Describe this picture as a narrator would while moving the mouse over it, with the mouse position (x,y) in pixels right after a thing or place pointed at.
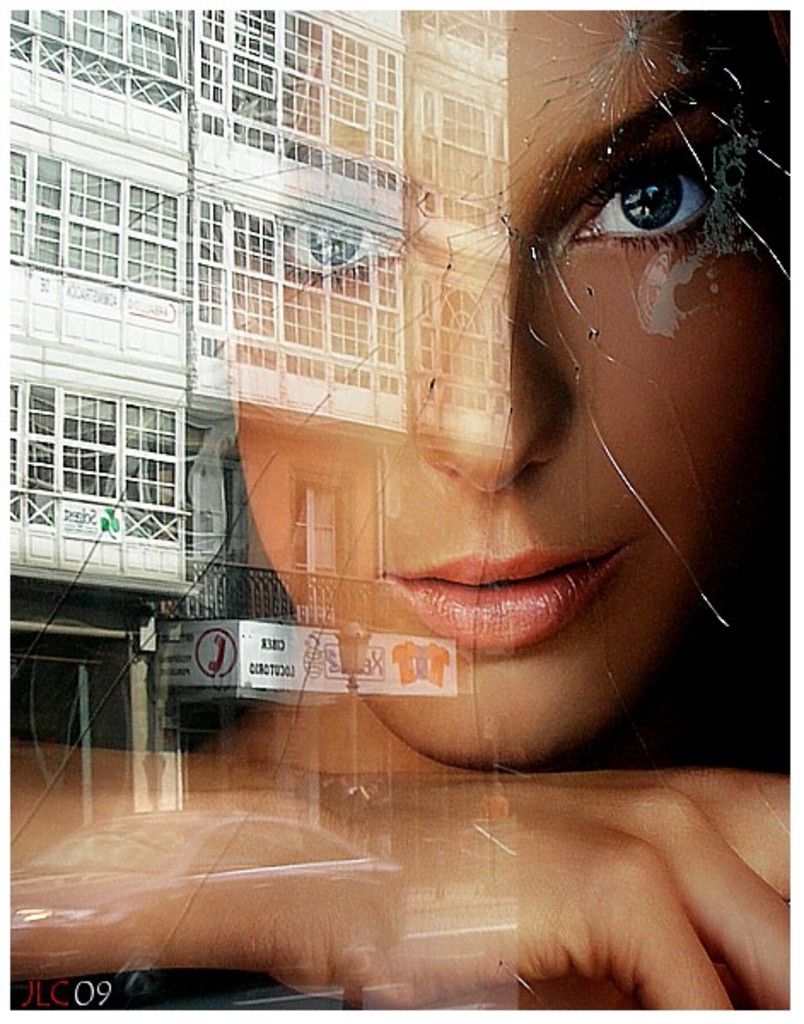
In this picture we can see the building (55,185) and shadow (489,619) of one girl face (395,607).
